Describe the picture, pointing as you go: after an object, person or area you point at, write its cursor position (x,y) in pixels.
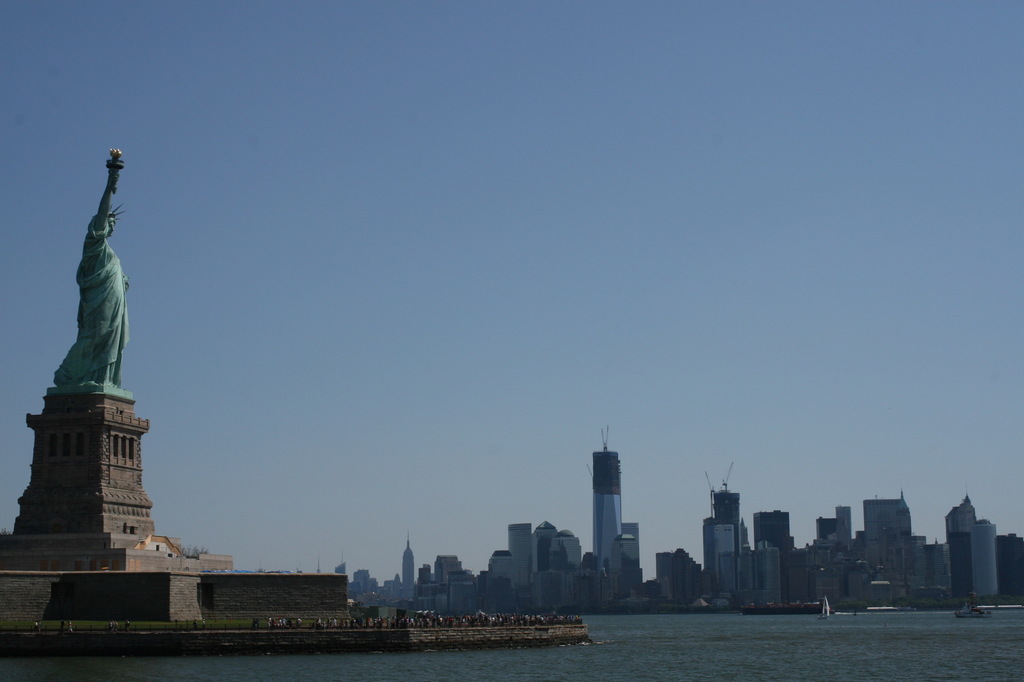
In the image there is a statue (106,274) on the left side (57,539), on the right (750,642) there is sea (777,638) and behind there are all buildings (770,567) all over the image and above its sky (440,186).
